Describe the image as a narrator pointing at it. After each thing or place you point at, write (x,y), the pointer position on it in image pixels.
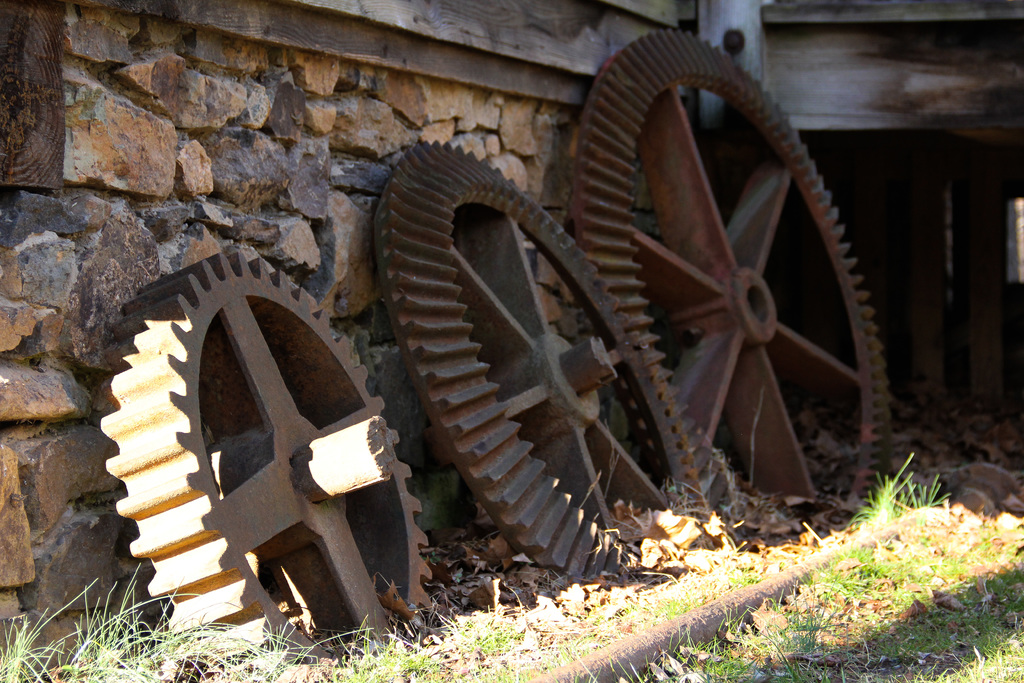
In this image I can see few iron wheels (512,281) and the grass (881,510) is in green color. In the background (82,76) the wall (422,113) is in brown and cream color.
